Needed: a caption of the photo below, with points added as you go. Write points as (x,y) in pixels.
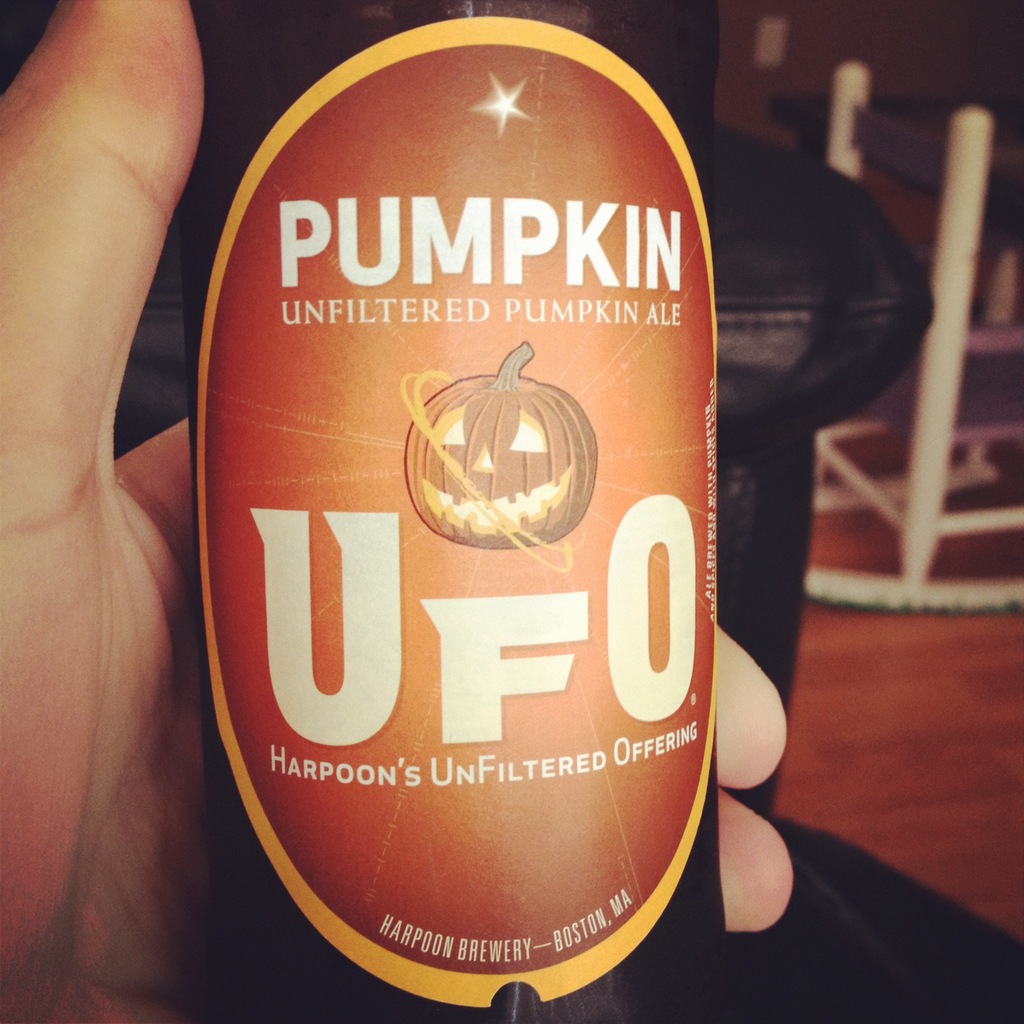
In front of the image we can see the hand (19,243) of a person (19,243) holding some object (474,886). On the right side of the image (781,204) there are a few objects (815,289) on the floor (921,706). In the background of the image (922,30) there is a wall (880,27).
